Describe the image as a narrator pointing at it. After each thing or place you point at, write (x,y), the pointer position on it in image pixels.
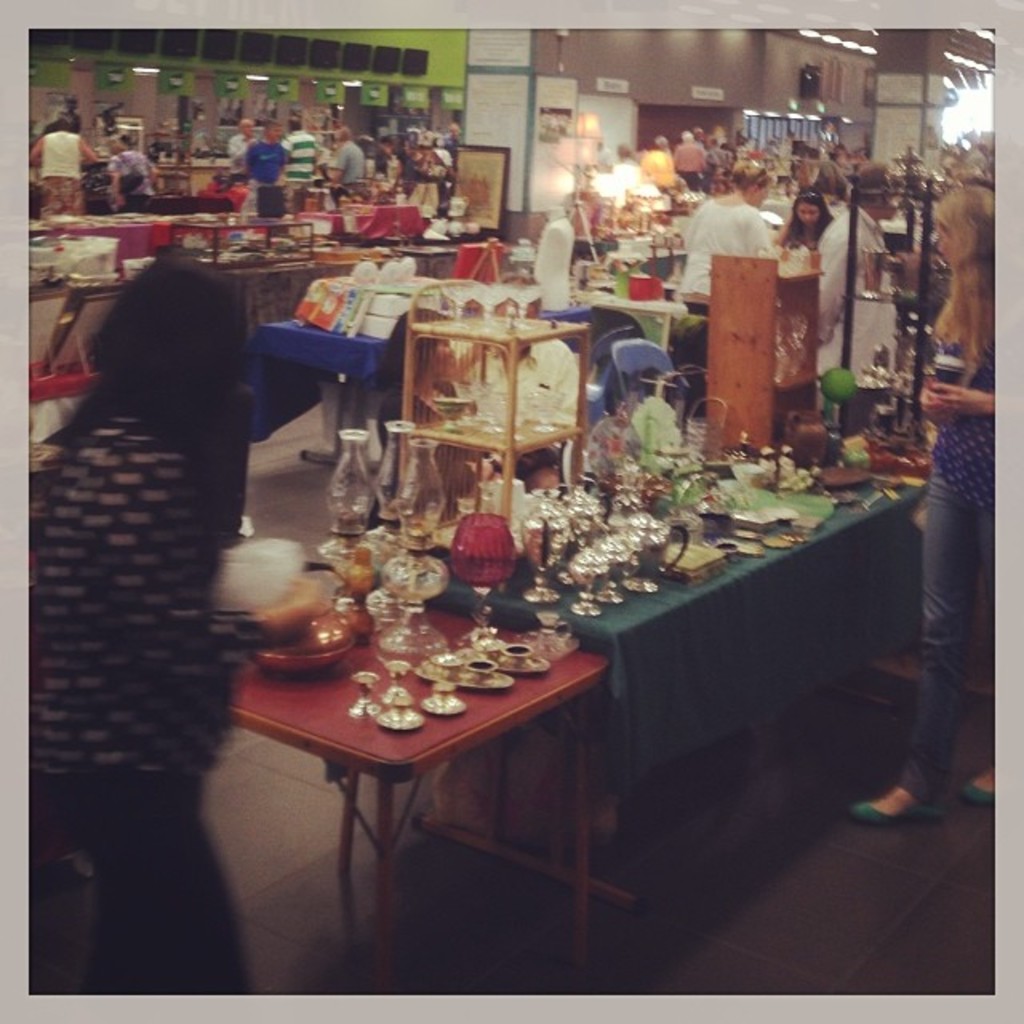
In this picture we can see a group of people (255,157) standing and looking at the items (508,395) on table (667,736) such as lamp (383,559), glasses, goblets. in background (748,60) we can see wall (690,69), pillar (571,167).
